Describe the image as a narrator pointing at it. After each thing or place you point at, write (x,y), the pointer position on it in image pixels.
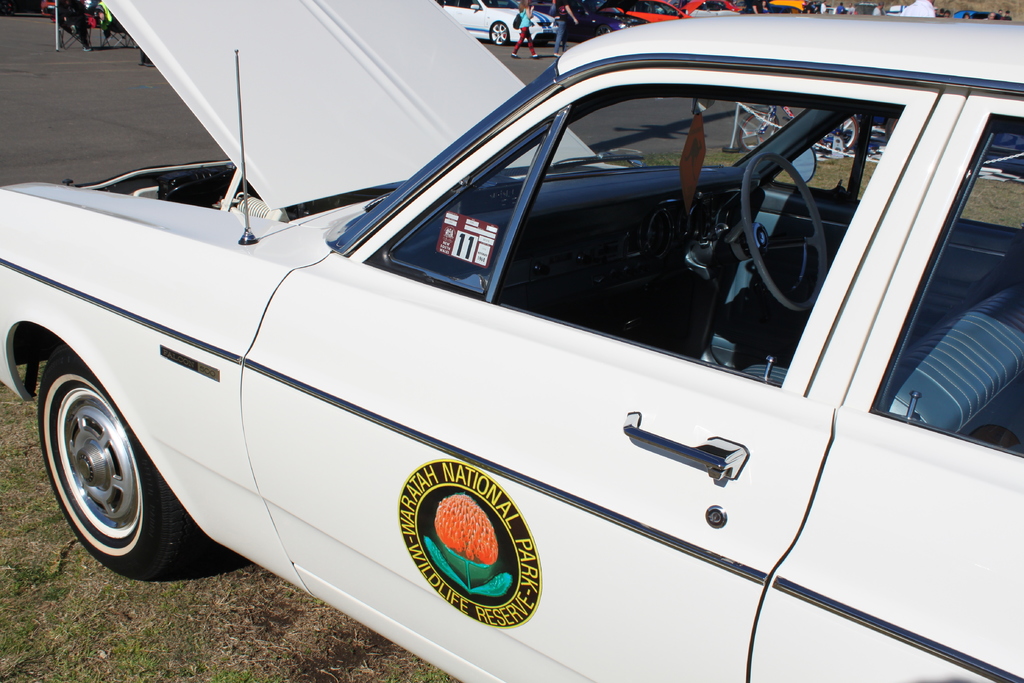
In front of the image there is a car (498,553) with a logo (443,552) on it. At the top of the image (931,9) behind the car (570,60) there are few people (531,17) and also there are cars (549,22) on the road (516,69).
